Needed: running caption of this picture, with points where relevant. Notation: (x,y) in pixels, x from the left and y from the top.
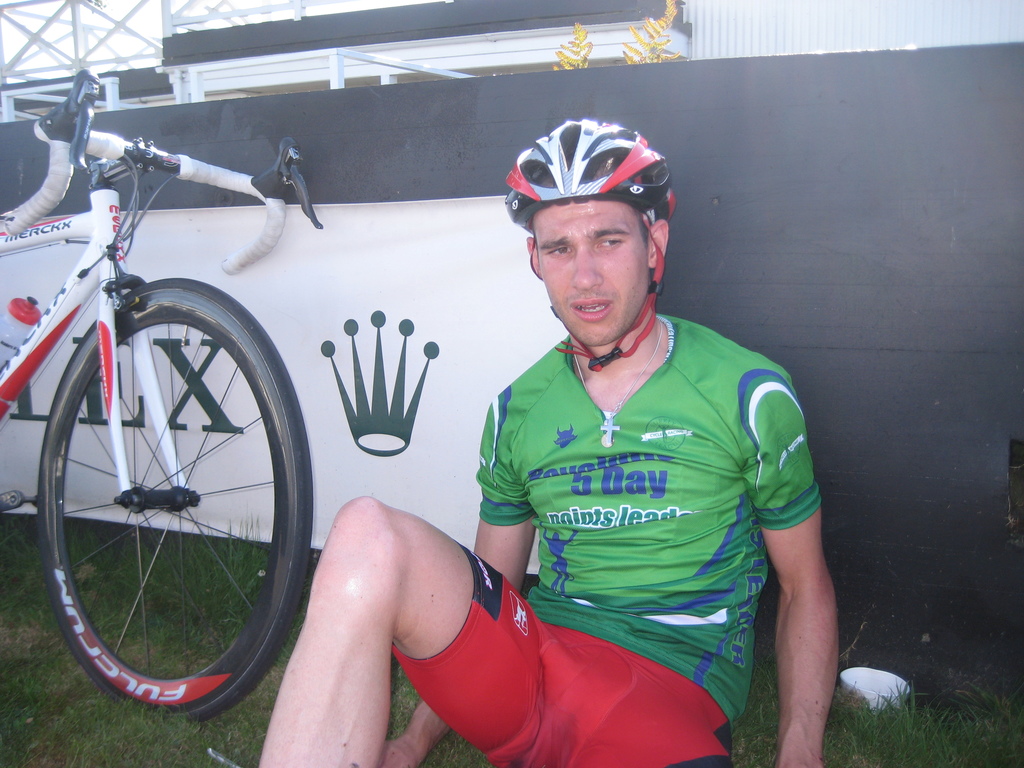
In this image we can see a man (626,348) sitting. On the left (284,441) there is a bicycle (52,579). In the background (250,234) there is a board (347,176) and we can see sheds (295,86). There is a tree (652,55). At the bottom (47,688) there is grass (57,710).
